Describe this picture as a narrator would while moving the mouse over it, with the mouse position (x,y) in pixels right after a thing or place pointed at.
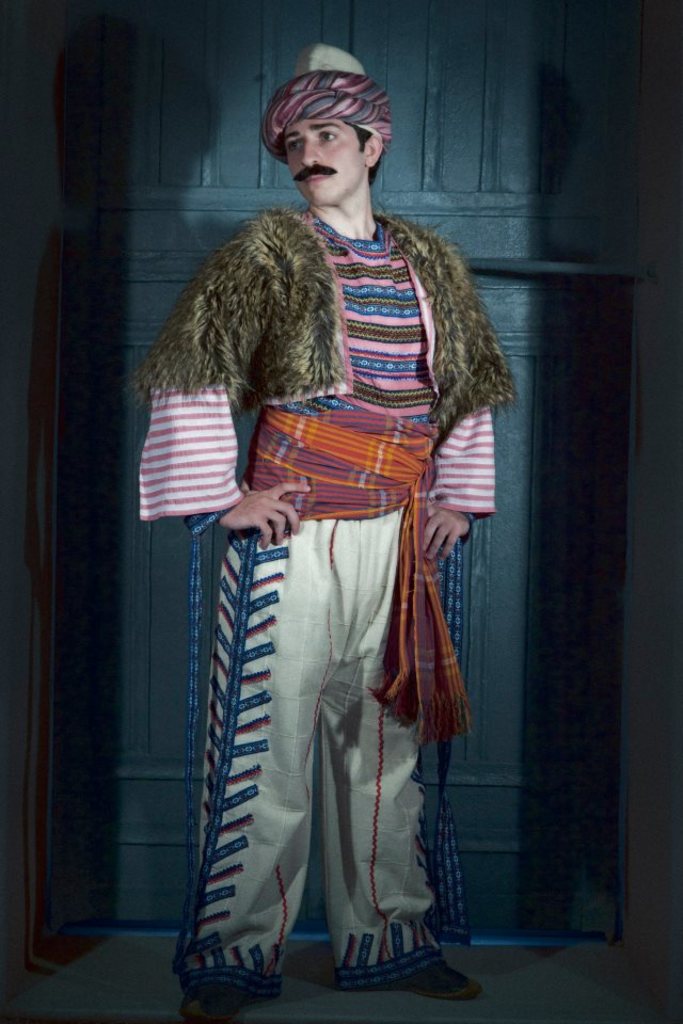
In the center of the picture (434,450) there is a person (365,259) standing, behind him there is a door (225,139).
